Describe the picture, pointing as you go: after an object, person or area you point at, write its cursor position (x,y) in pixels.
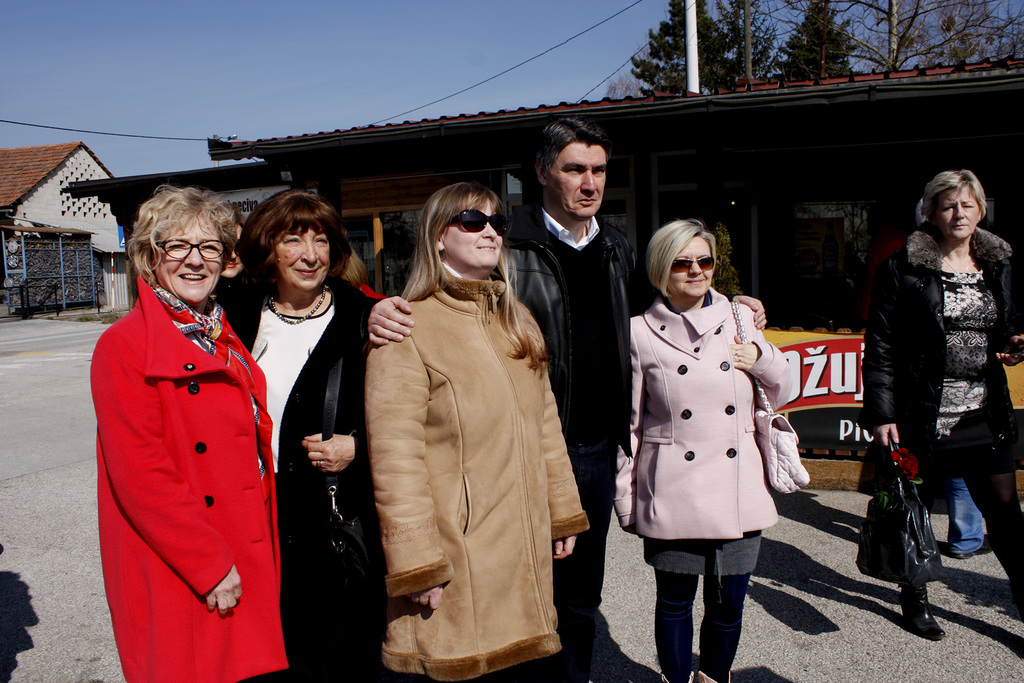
In this picture I can see group of people (169,637) standing. There are buildings (689,103), trees (727,78) and some other objects (749,69), and in the background (617,9) there is the sky (461,2).
